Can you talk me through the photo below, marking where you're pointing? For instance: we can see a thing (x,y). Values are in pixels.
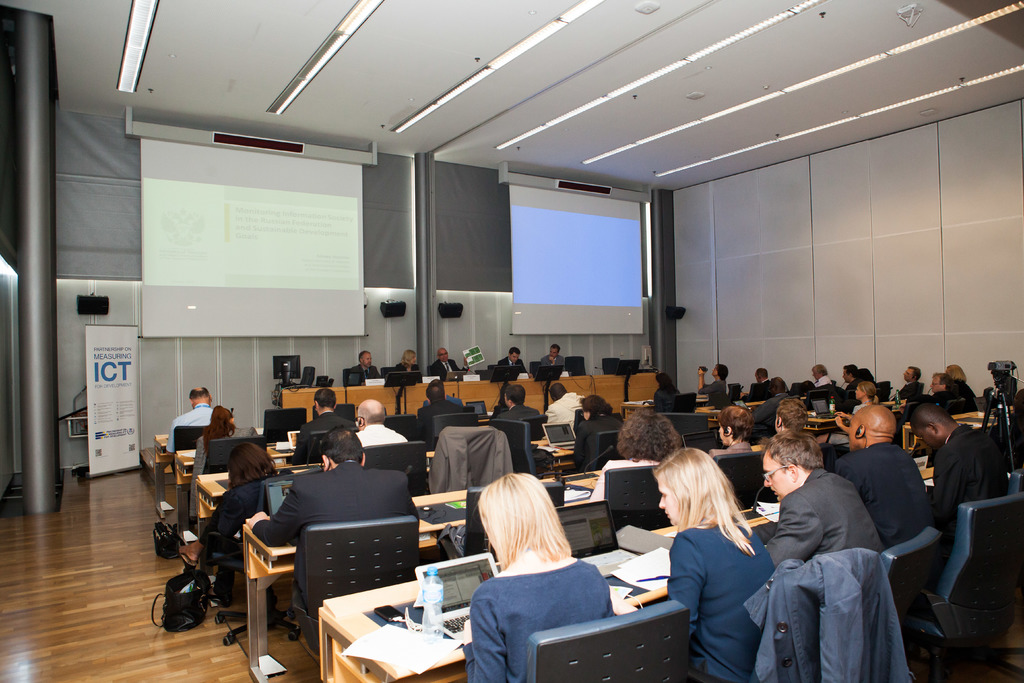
In this image there are a group of people (600,476) who are sitting on chairs (630,501), in front of them there are some tables (404,595). On the tables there are laptops (458,608), bottles (435,608), papers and some objects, and at the bottom (132,559) there is floor (87,502). On the floor (87,502) there are some bags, and in the background (289,314) there are two screens (516,230) and some persons (663,382) are sitting. On the right side (921,270) there is a wall (771,286), on the left side (45,401) there is a pole (28,64) and board (108,412). On the board (108,398) there is text (109,356) and in the background (464,221) there is wall (375,301). At the top (484,80) there is ceiling (561,90) and some lights (621,92).
